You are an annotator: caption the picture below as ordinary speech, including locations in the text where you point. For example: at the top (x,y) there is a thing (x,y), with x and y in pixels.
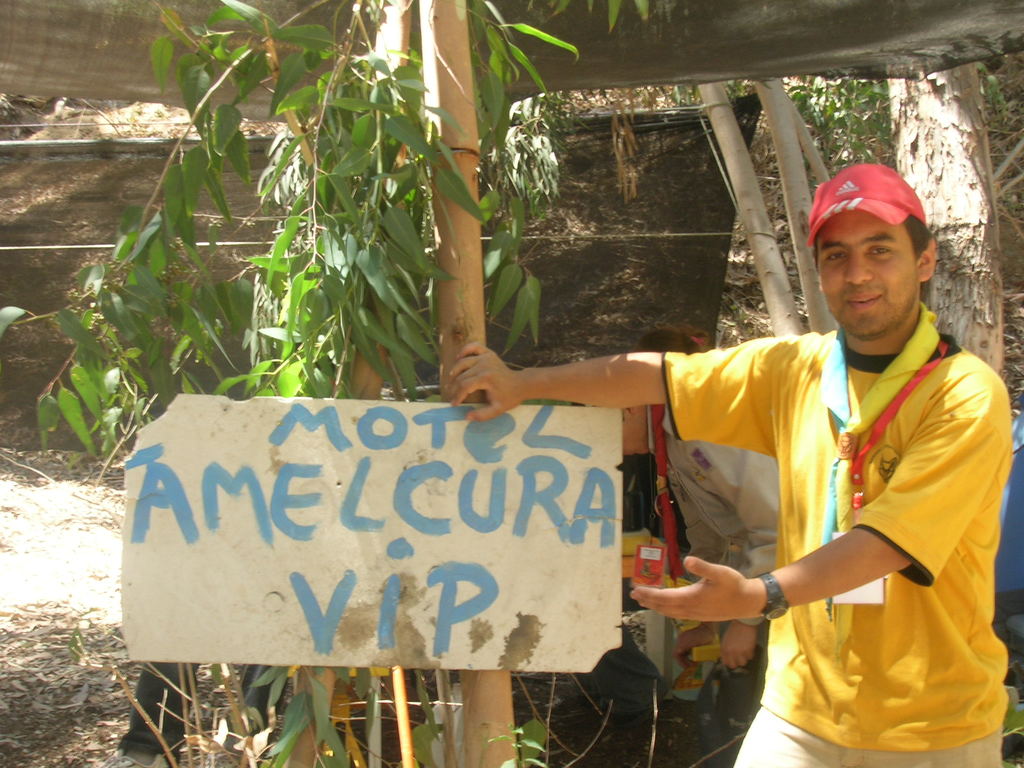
In this picture there is a man (822,386) standing and we can see board (434,422) on tree (442,101), behind him we can see people (709,484), trees (976,320) and tent (654,191).
